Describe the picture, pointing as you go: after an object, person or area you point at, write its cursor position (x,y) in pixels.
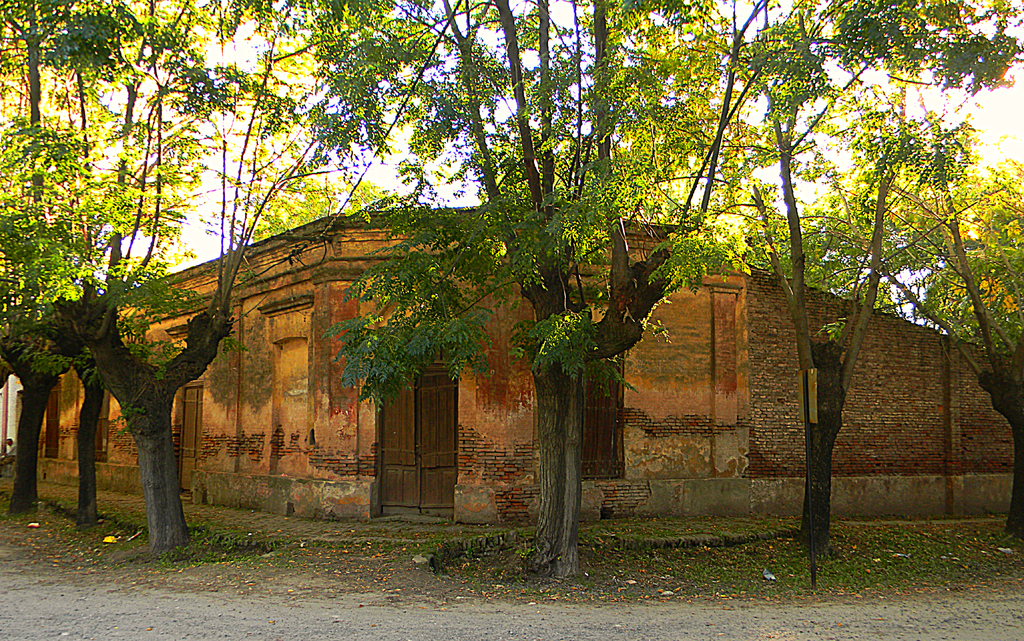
In this image I can see trees (450,362) in green color, background (675,354) I can see a building (755,354) in brown color. In front I can see the door (415,469) in brown color and the sky (218,121) is in white color.
